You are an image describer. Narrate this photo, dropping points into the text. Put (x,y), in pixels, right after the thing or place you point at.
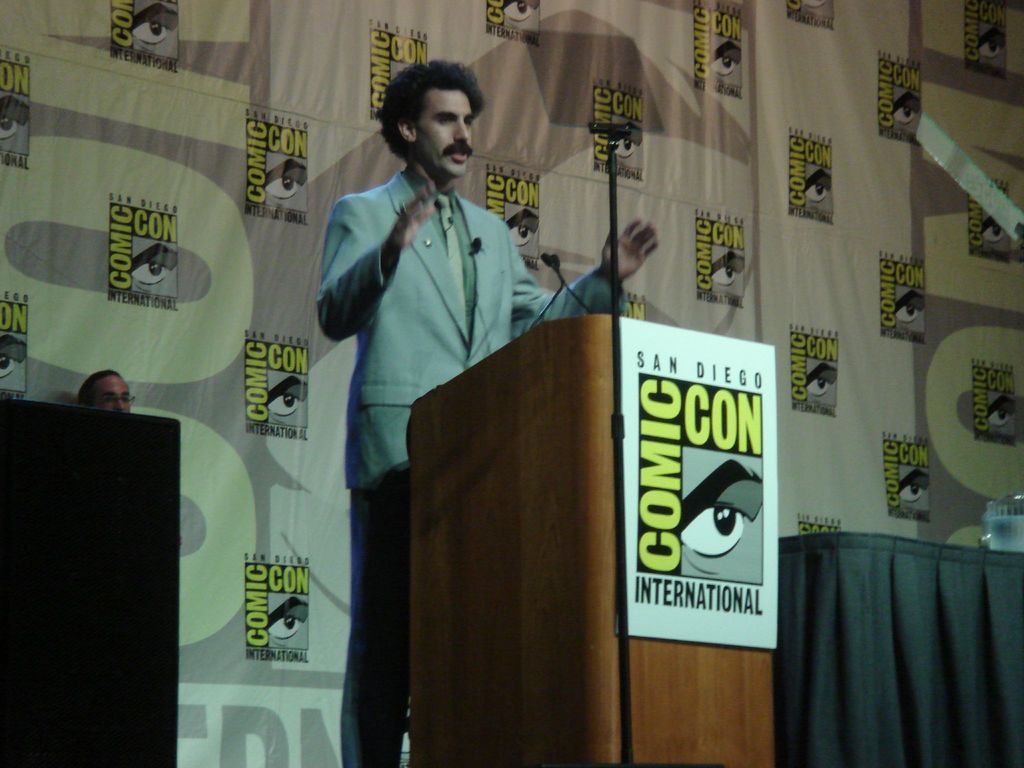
In the image there is a podium (561,619) with poster (660,373). On the podium (613,566) there are mics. Behind the podium (556,330) there is a man (448,182) standing. On the left side of the image (131,463) there is a speaker (28,443). And on the right side of the image (911,586) there is a table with an object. Behind him there is a banner (793,246) with images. And also there is a man (90,378).
